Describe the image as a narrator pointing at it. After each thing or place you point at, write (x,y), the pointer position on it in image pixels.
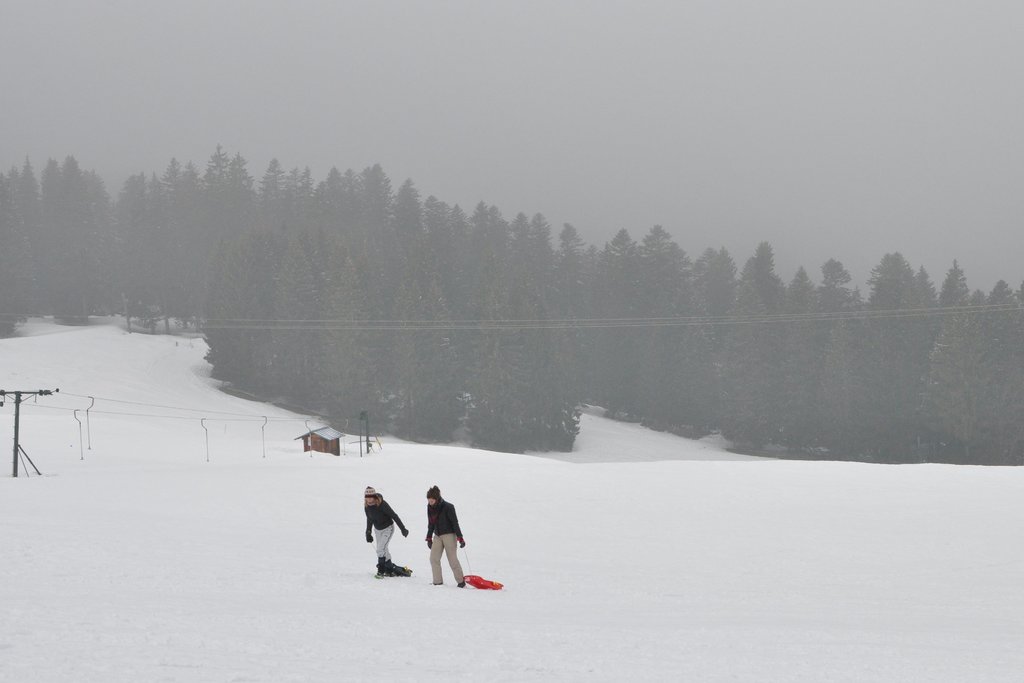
In the picture we can see the snow surface (499,624), on it we can see two people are walking and far away from them, we can see the hut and some wires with a pole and in the background (41,210) we can see many trees (538,339) and the sky (592,205).
